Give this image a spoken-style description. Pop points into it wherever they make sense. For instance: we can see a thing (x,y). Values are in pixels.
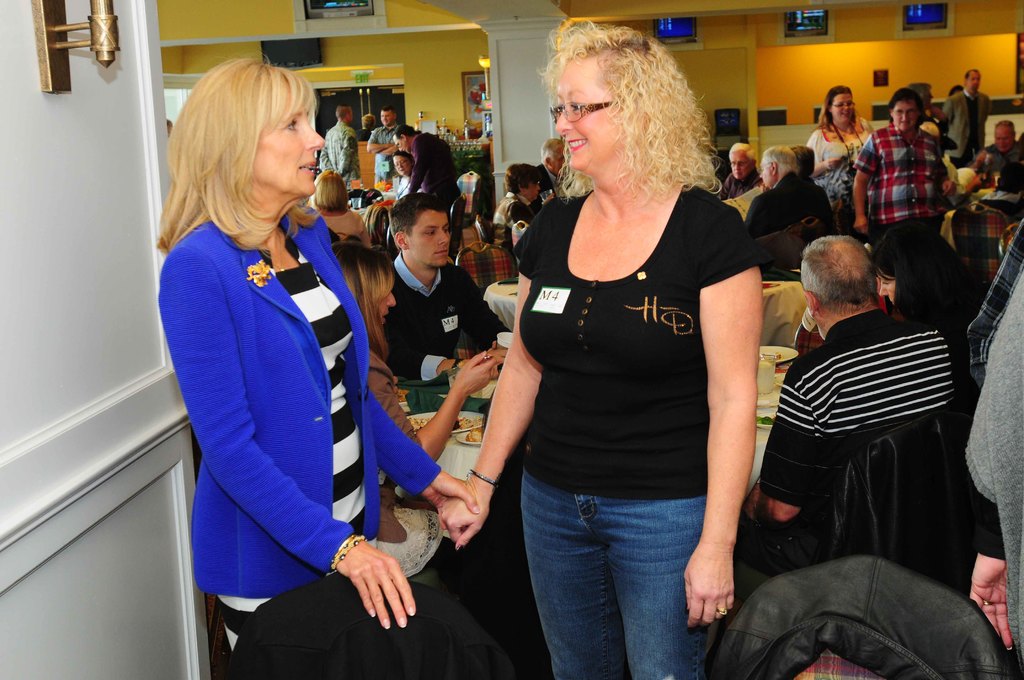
Front these two people (603,414) are looking at each-other and holding their hands (449,498). Few people (366,258) are sitting on chairs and few people (347,114) are standing. On this table (466,445) there are plates (481,427), glass (764,385) and food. On this chair (861,627) there is a jacket (881,606). Picture (477,92) is on yellow wall (447,81).
